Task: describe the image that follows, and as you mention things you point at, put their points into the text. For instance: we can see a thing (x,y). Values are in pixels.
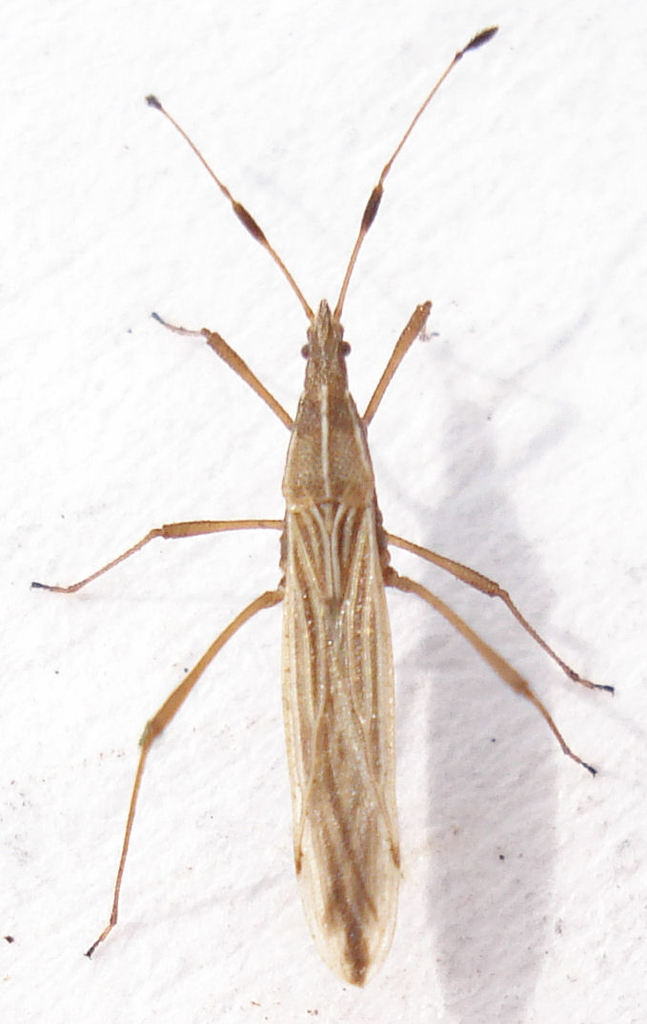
In this image, we can see an insect (305,869) on the ground (405,268).
